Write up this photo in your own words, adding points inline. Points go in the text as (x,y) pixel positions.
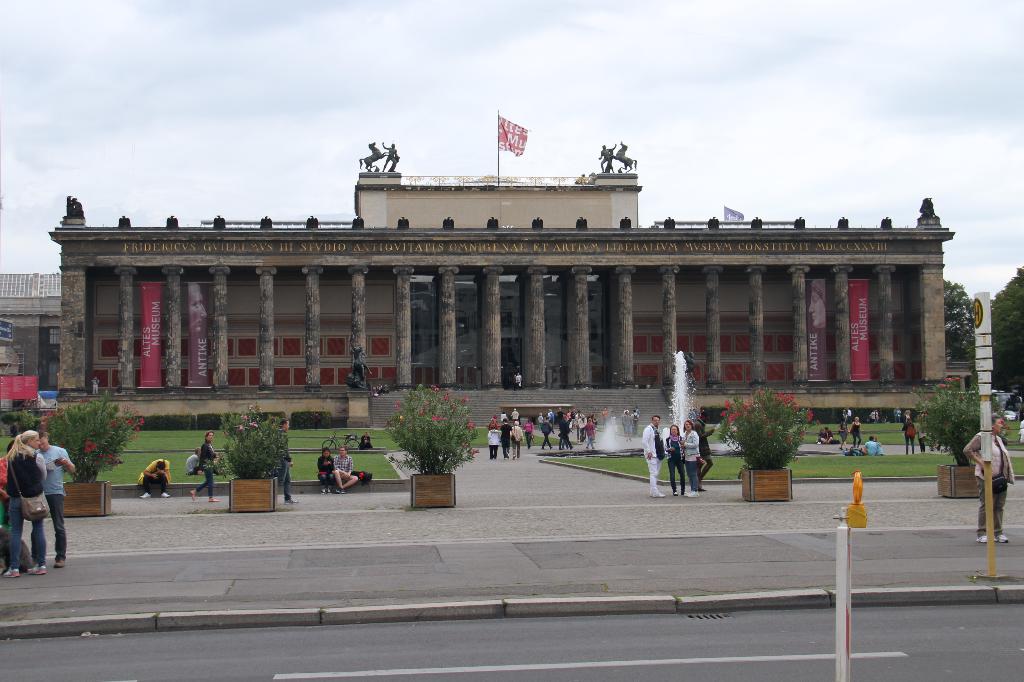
In this picture there are people (1004,471) and we can see plants (269,446), flowers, poles (982,413), board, road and grass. We can see buildings (249,364), statues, banners (860,292), pillars (842,299), bicycle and water fountain (678,370). In the background of the image (676,175) we can see trees (1013,286) and sky (728,78) with clouds (701,48).
